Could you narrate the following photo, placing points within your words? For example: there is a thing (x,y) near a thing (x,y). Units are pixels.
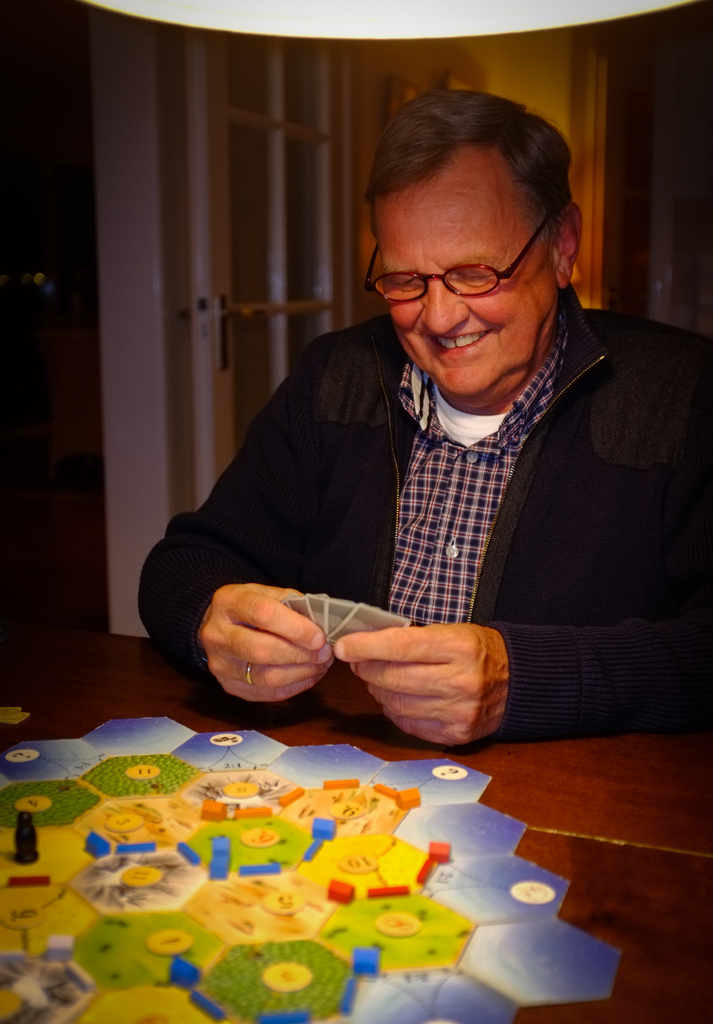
Here I can see a person (348,451) wearing a jacket (343,460), holding few cards (349,621) in the hands (289,646) and smiling by looking at these cards (340,602). In front of this man (539,735) there is a table (490,740) on which I can see few blocks (104,849) and a board game (359,826). In the background (260,210) there is a door (232,170).
